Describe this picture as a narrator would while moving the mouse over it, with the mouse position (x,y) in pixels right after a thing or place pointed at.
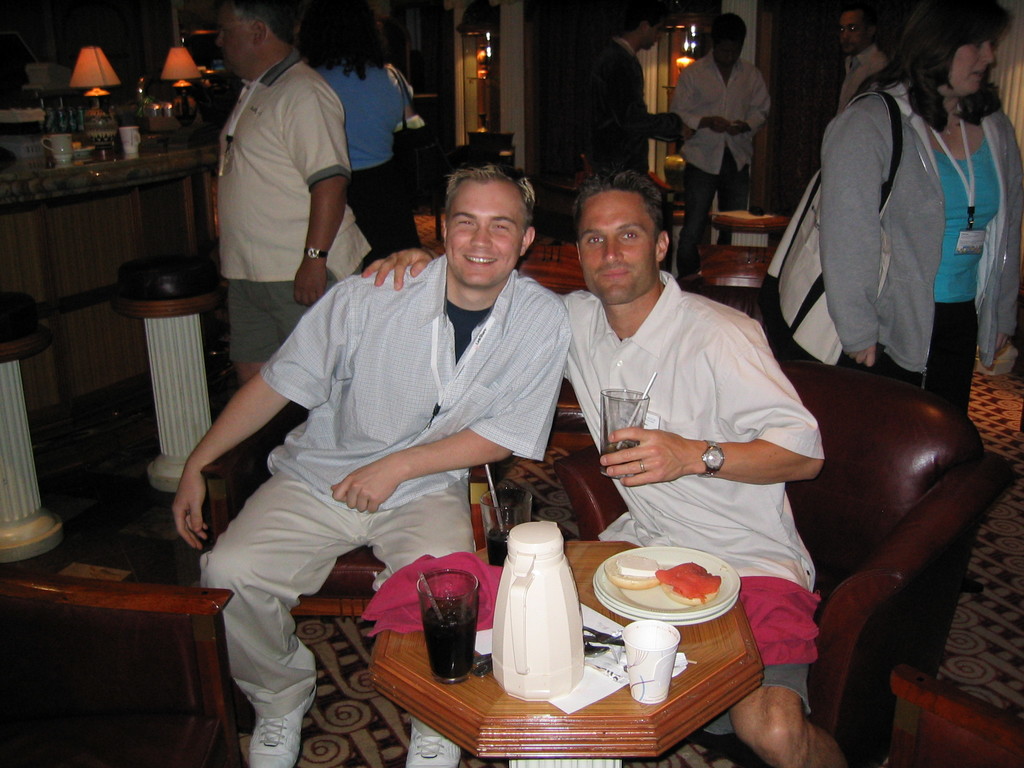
In the center (427,356) we can see two persons (522,305) were smiling and sitting on chair (841,456) around the table (503,749). Coming to background (718,162) we can see few persons (842,210) were standing and there is a table (134,162), lamp (103,77), glass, wall (560,63), lights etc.
